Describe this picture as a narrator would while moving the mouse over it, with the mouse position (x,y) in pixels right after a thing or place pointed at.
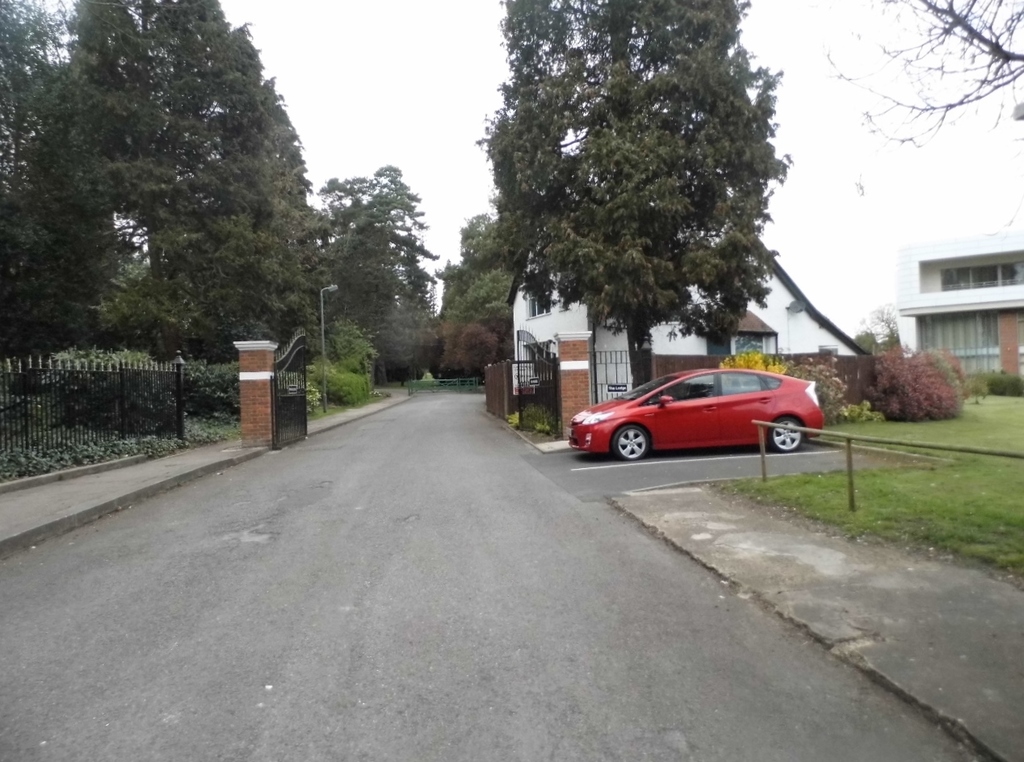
In this image I can see a vehicle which is in red color, at back (275,271) I can see trees (623,227) in green color, building (557,300) in white color and sky (465,166) in white color.
